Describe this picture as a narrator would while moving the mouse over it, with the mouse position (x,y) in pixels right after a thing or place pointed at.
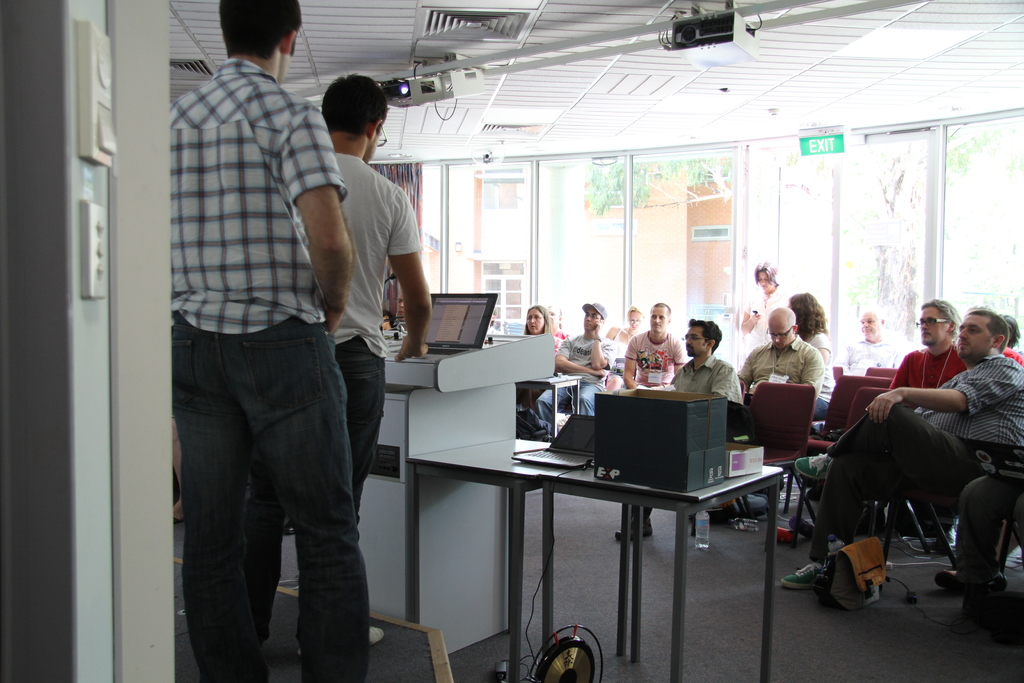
In this picture there are two men (297,172) standing and other people (897,420) sitting and a laptop (438,330). In the background (604,232) this is a glass door (665,226), building (621,211) and some trees (609,191).
